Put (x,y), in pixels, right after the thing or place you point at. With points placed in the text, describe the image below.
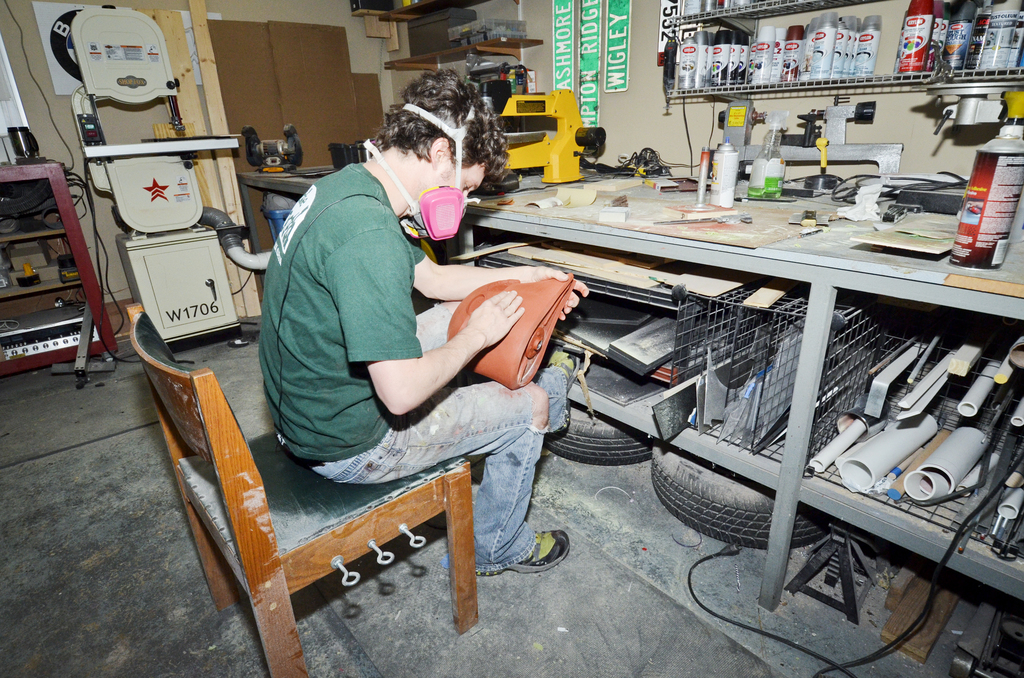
In this picture I can see there is a man (423,201) sitting here and wearing a mask (434,212) and he is holding a object (548,338), there is a table (661,231) in front of him. On the floor (70,457) I can see there is Tyre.
